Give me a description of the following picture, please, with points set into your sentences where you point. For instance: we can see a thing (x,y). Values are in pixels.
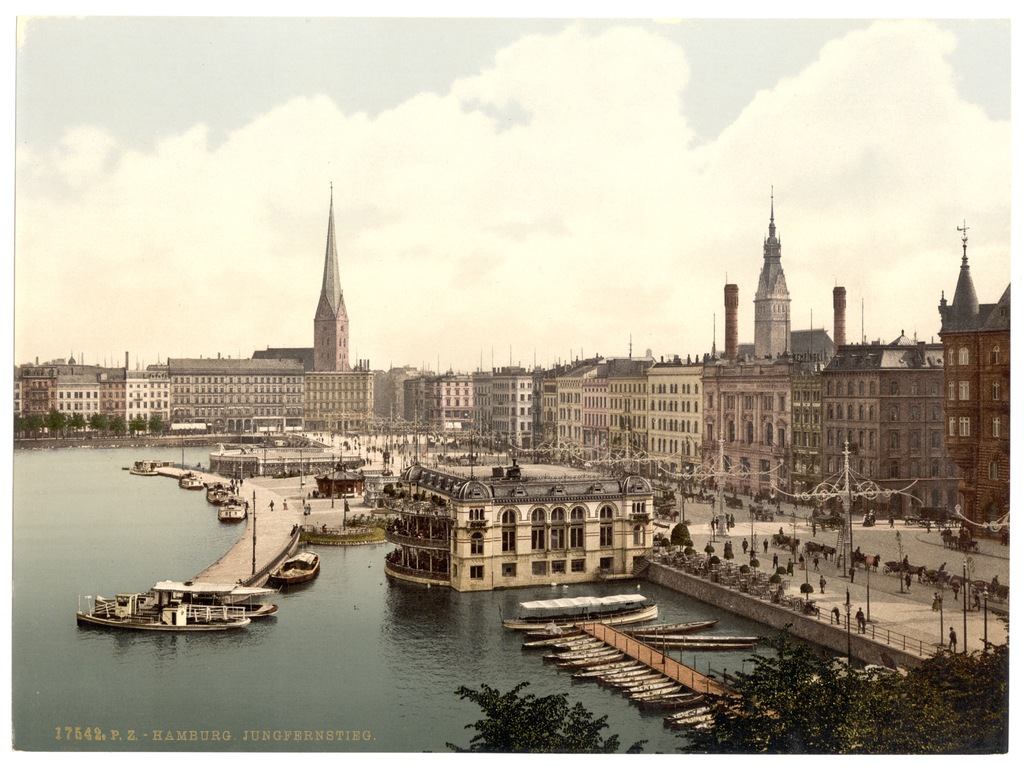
In this picture we can see boats (707,716) above the water (388,673). There are people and we can see poles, buildings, plants (679,541), fence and trees (506,702). In the background of the image (565,190) we can see the sky (599,233). In the bottom left side of the image (64,741) we can see text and number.
